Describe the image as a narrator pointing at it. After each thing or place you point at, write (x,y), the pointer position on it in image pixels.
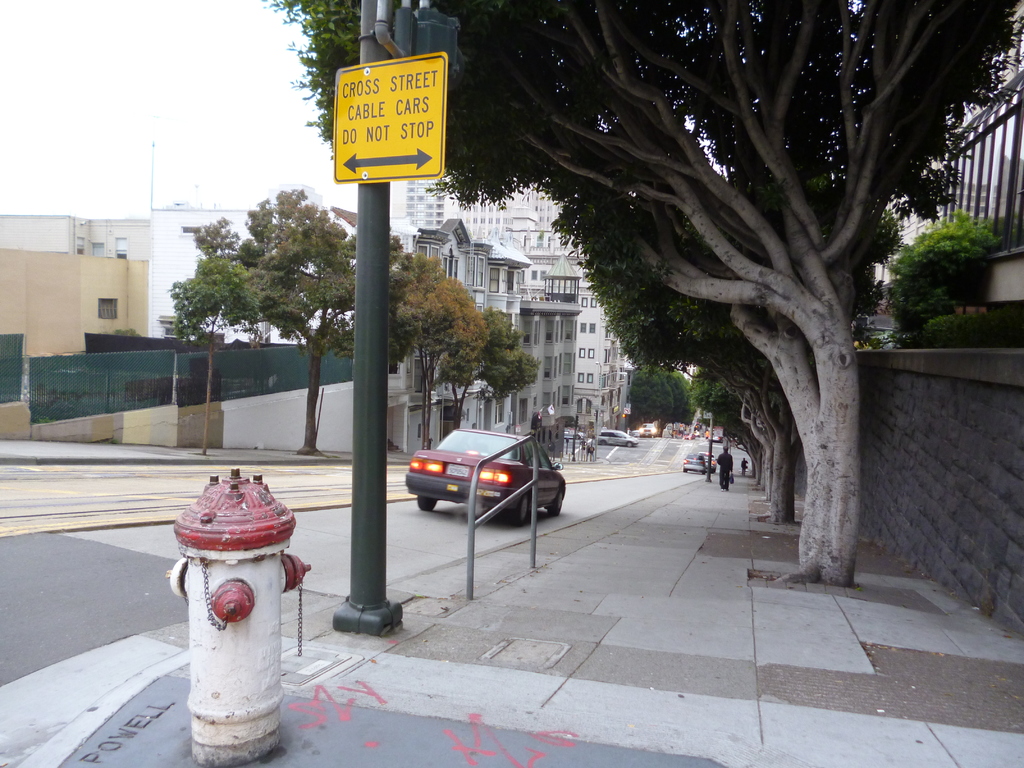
This is a picture of the outside of a city (474,499), in this picture in the center (353,491) there is one pole (364,225) and one board (356,141) and there is one fire hydrant (302,610). On the right side (760,201) and left side (103,319) there are some trees (306,348) houses (534,323) and buildings (117,315), and at the bottom (82,600) there is a road (596,470). On the road (596,470) there are some vehicles (464,480) and on the right side (687,645) there is a footpath (634,599), on the footpath (739,502) there is one person (724,475) who is walking.
